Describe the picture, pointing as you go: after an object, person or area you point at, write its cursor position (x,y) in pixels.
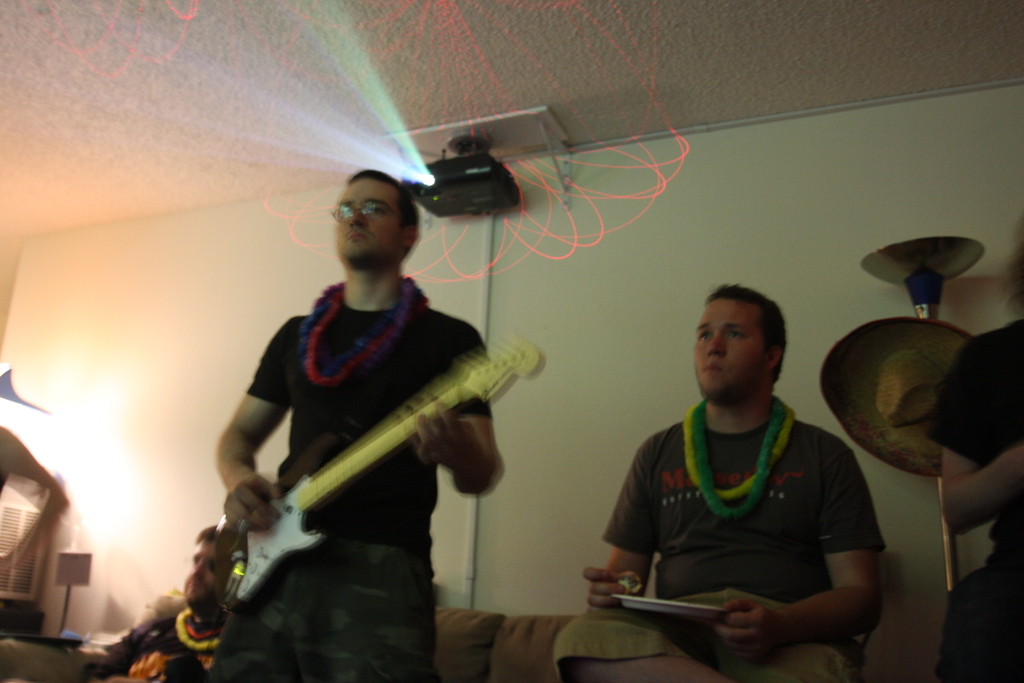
As we can see in the image, there are few people (343,419) sitting and standing. The person (300,592) who is standing here is holding guitar (271,560) in his hand (423,425) and the person (604,537) who is sitting here is holding plate (670,611) in his hand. In the background (653,293) there is a projector (470,195), white color wall (674,365) and roof (295,70).
